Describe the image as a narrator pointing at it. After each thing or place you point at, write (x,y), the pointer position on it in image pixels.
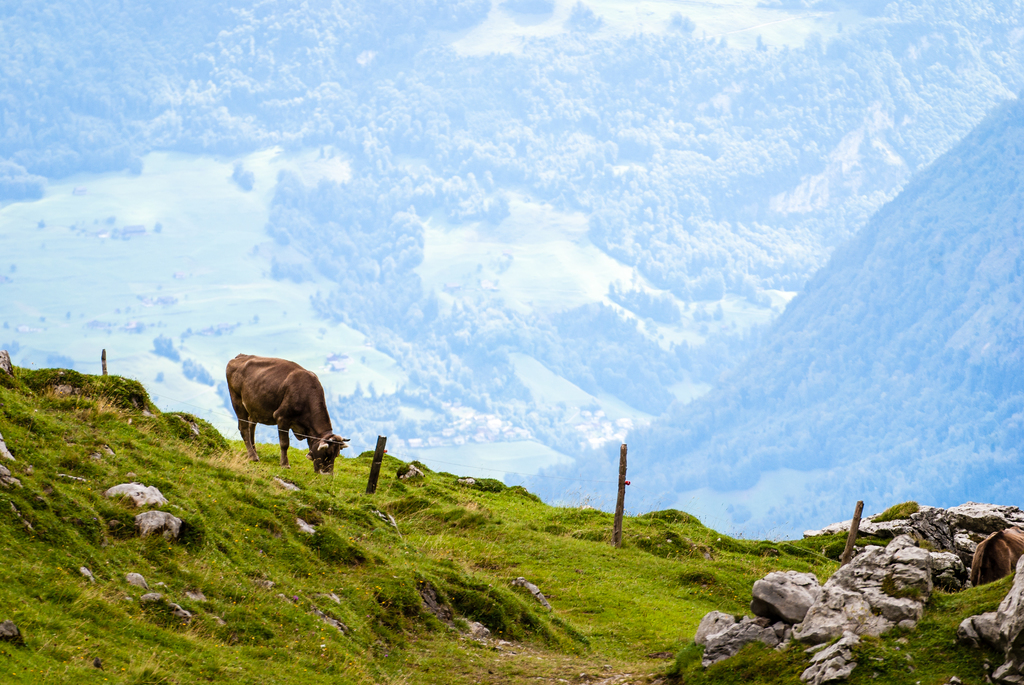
In the picture there is an animal (303,438) grazing grass (255,484) on the hill surface (594,554) and in the background (218,172) there are many mountains (860,140).
